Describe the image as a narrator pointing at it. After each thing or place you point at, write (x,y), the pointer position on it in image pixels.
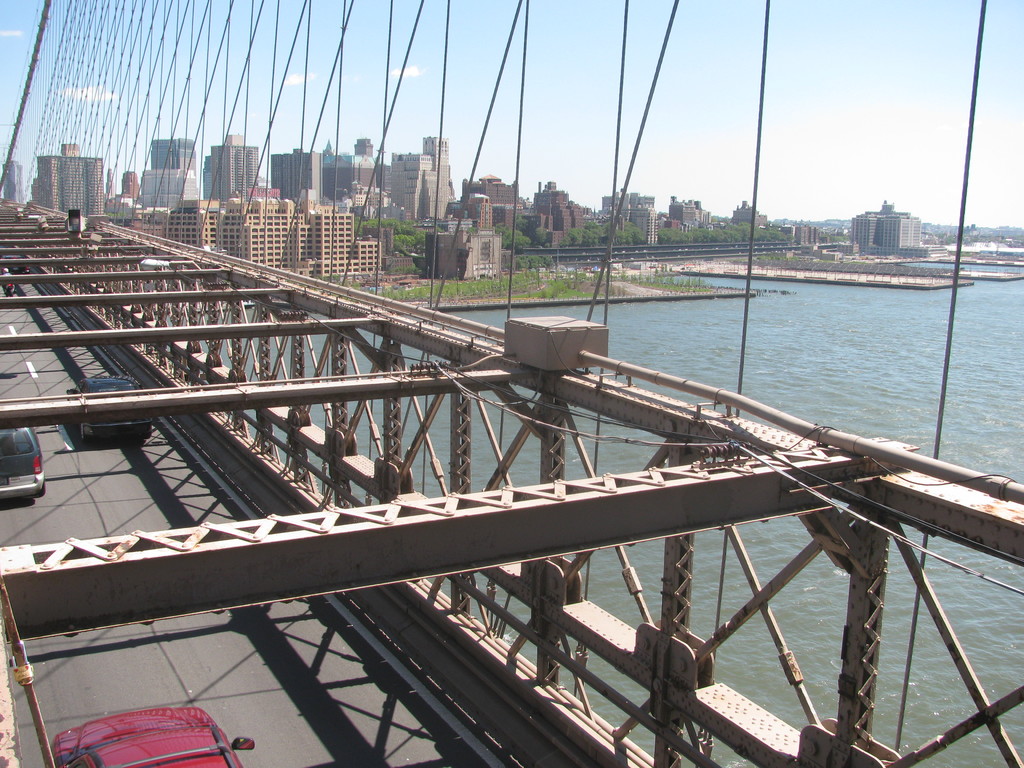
In this image, we can see some water (780,617) and grass (567,284). There are a few buildings (587,216) and vehicles (136,421). We can also see the sky (593,118) with clouds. We can also see the bridge (224,99).
